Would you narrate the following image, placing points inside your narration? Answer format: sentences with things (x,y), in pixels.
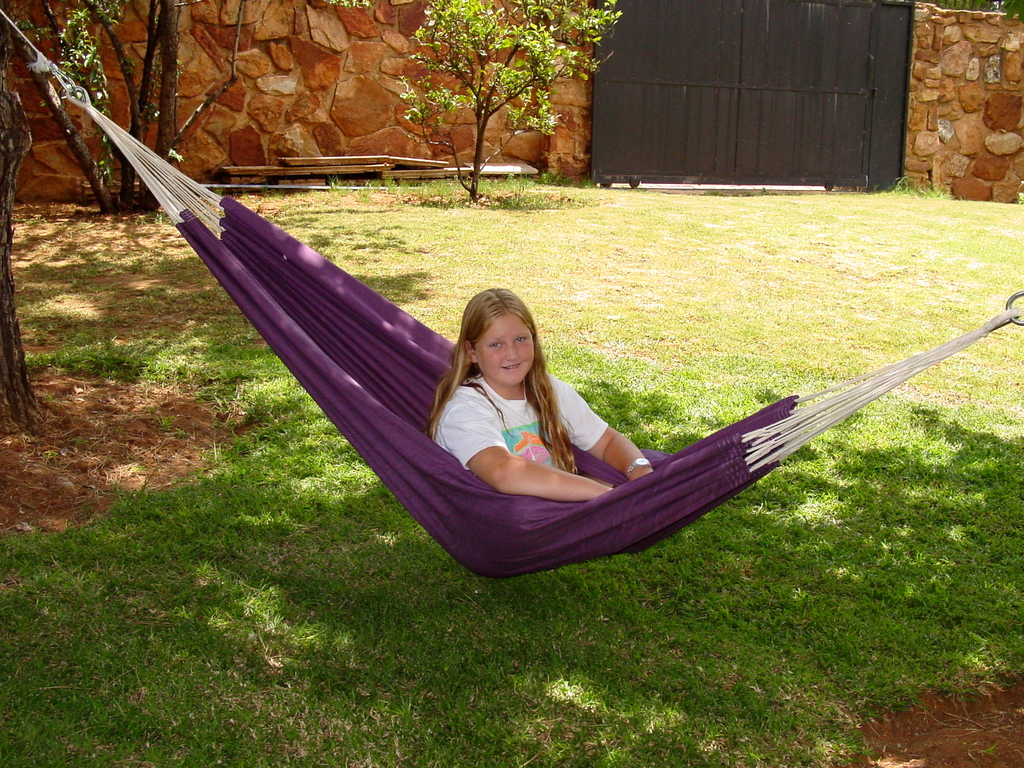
A girl (501,449) is sitting in a purple color hammock (400,429). There are plants (11,317) and grass (447,669). There is a wall (378,108) and a gate (693,116) at the back (693,94).
